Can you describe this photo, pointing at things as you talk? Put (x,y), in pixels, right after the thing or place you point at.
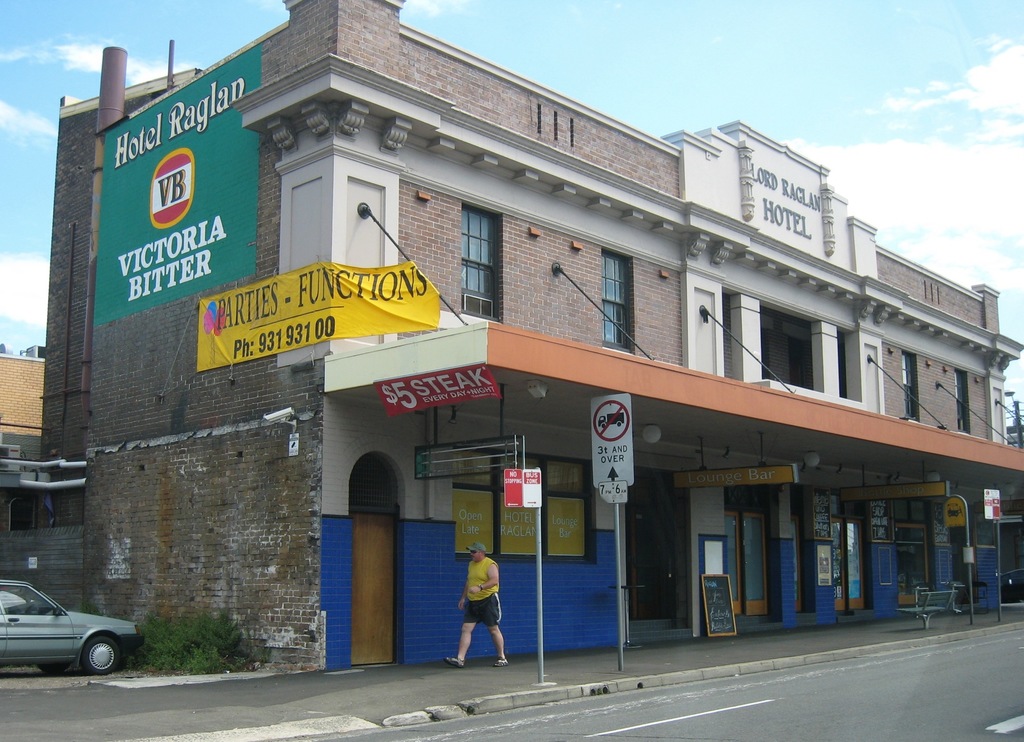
In this picture I can observe a building (814,314) in the middle of the picture (490,273). On the left side (13,609) I can observe a car (58,623) parked beside the building (92,587). In the background (590,42) I can observe some clouds (923,169) in the sky (771,68).
